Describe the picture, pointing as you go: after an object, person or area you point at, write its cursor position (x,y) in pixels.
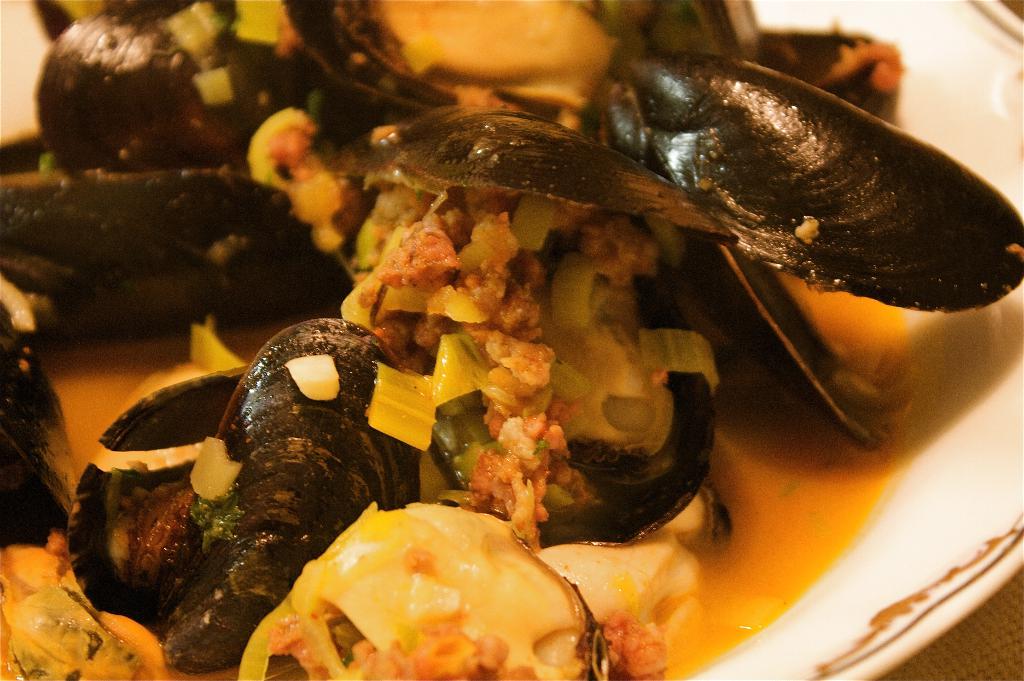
In this image on a plate (906,318) there is some food (498,301).
